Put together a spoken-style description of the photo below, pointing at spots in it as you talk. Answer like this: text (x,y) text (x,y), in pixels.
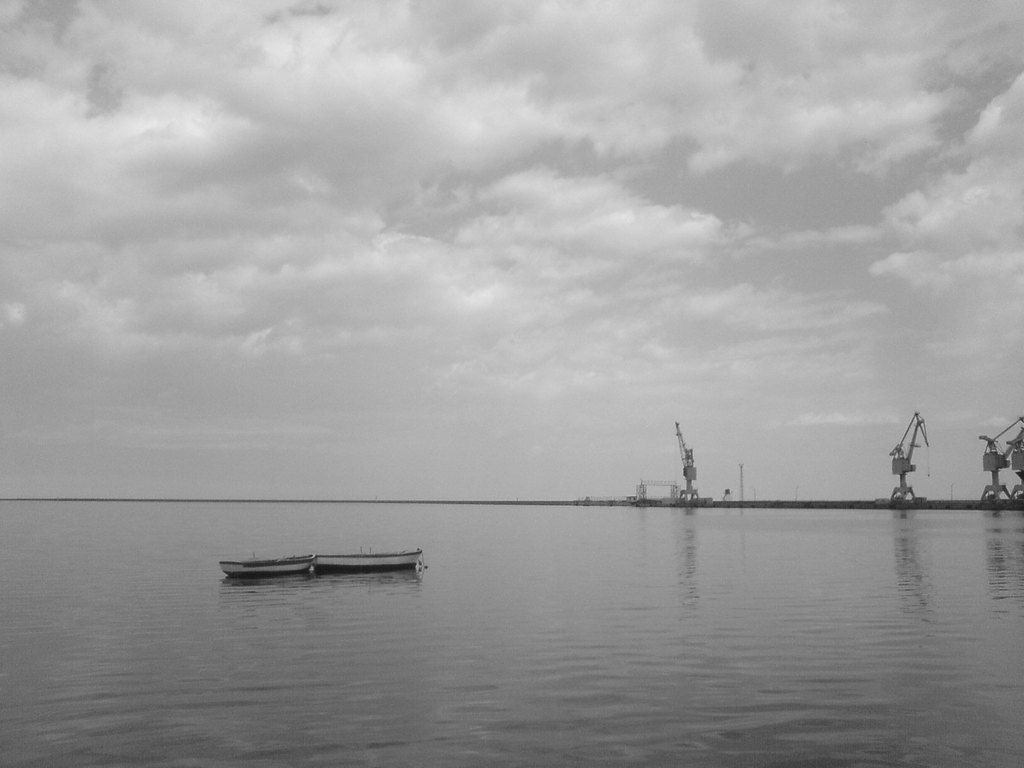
In this picture there are two boats (362,571) on the water (354,702). On the right (910,447) I can see many cranes (891,454) on the land (848,502). In the background (292,519) I can see the ocean (149,541). At the top (489,68) I can see the sky (461,171) and clouds (456,239).
